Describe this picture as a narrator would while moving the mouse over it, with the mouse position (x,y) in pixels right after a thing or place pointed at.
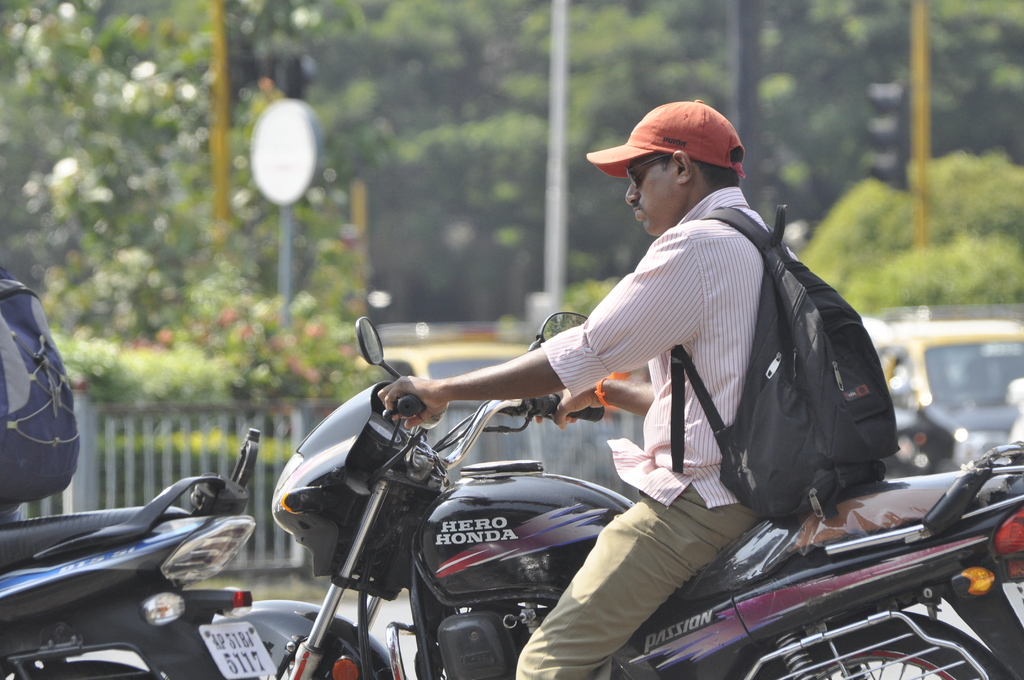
In this image there is a person (731,332) riding bike (592,504) wearing red color cap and carrying backpack (736,422) and at the background of the image (417,253) there are trees (258,285).
